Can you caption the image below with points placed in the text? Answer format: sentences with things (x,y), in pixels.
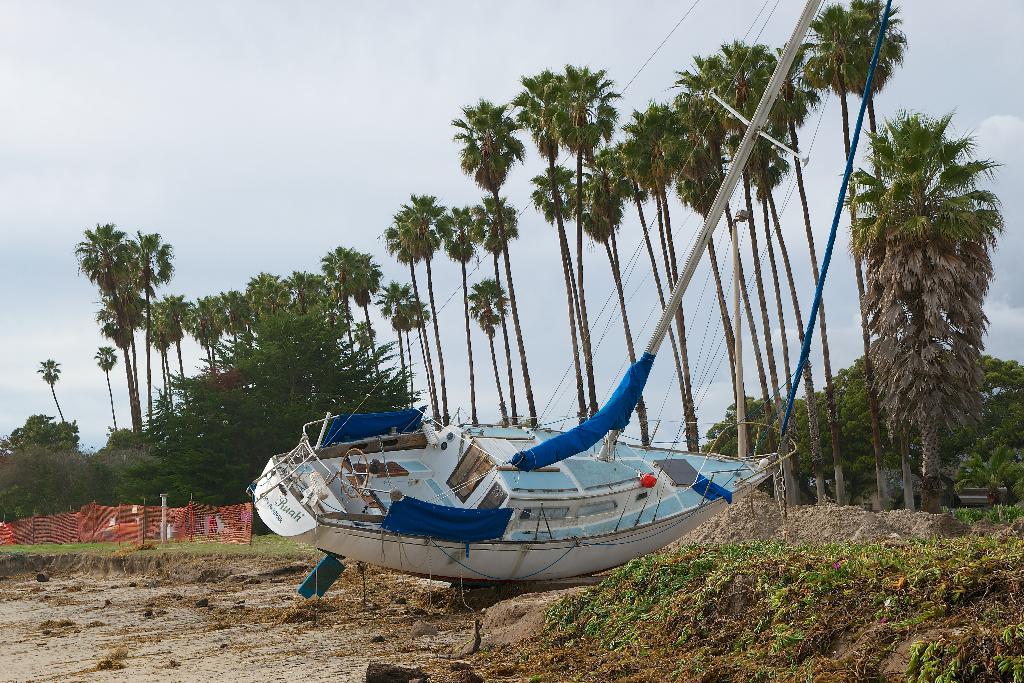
In this picture we can see a blue and white color boat (342,480) is stuck in the ground (356,566). Behind you can see many coconut trees (896,281) and red color fencing net (99,527).
